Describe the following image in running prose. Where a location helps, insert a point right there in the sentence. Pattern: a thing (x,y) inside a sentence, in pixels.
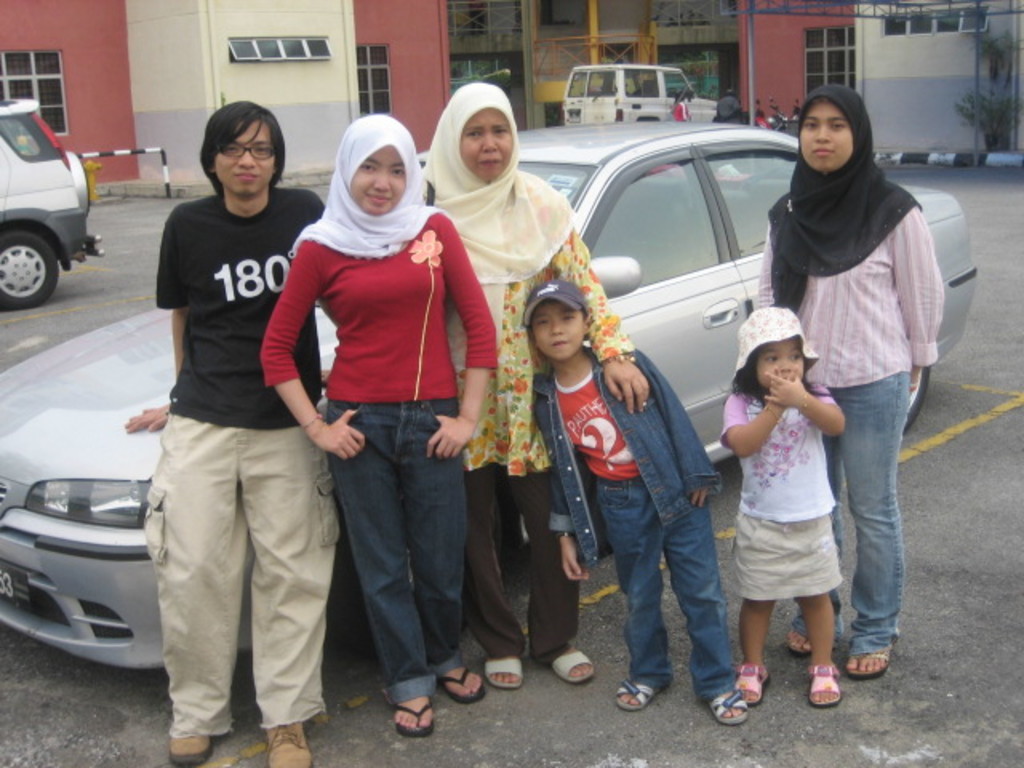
In the center of the image (528,345) we can see many persons (553,485) standing on the road (671,715). In the background (768,93) we can see cars (672,163), vehicles (768,117), plants (1000,107) and building (407,60).
